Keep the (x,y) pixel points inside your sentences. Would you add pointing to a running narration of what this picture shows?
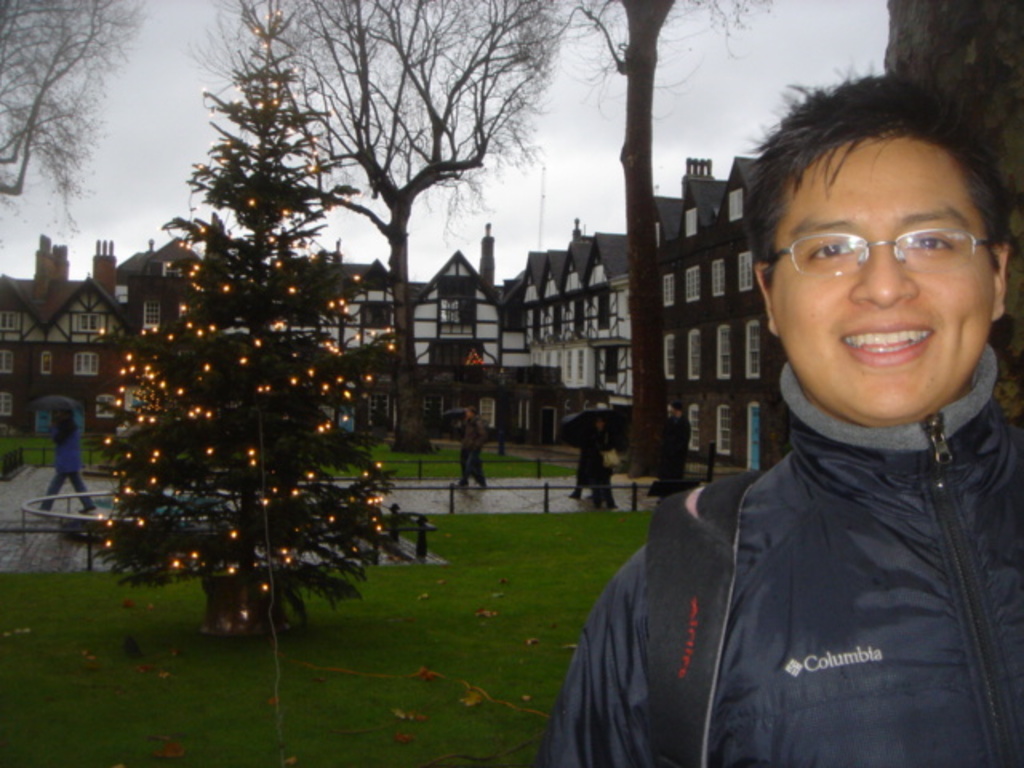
In this picture we can see a group of people (912,629) where some are walking on the road (38,492) and holding umbrellas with their hands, fences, grass (401,637), Christmas tree (255,574) with lights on it, buildings (42,388) with windows (723,334), trees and in the background (691,39) we can see the sky (470,127).
